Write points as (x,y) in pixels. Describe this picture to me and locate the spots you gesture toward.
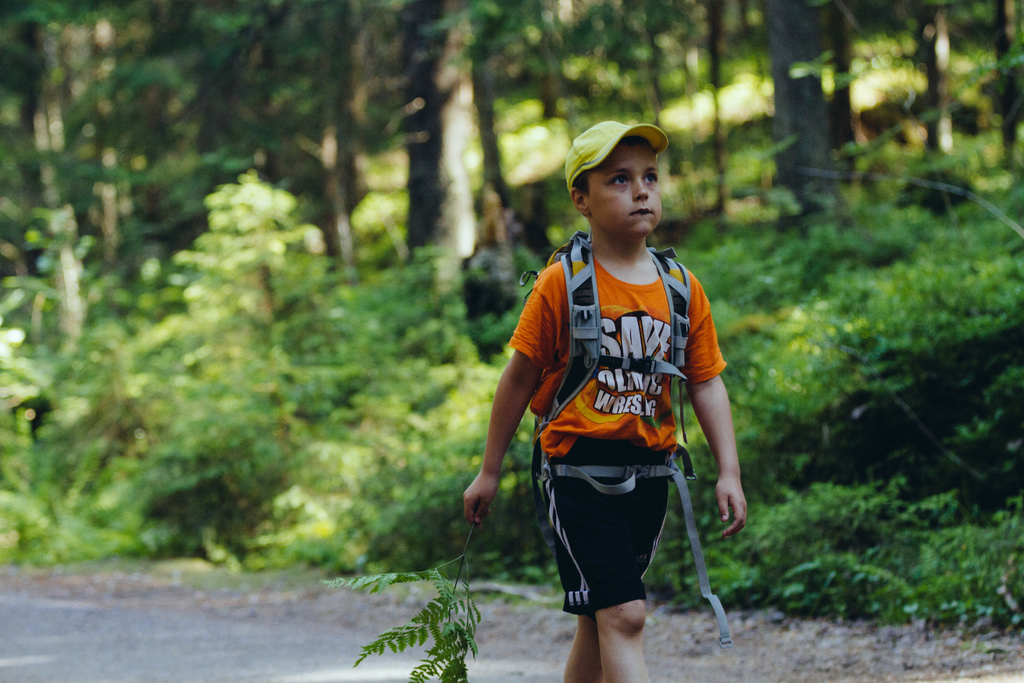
In the center of the image (563,448) we can see a kid (618,511) is walking and he is holding a branch (458,611). And we can see he is wearing a cap (595,151) and a bag (593,327). In the background (675,110), we can see trees (528,71), plants (414,344) and a road (332,652).
